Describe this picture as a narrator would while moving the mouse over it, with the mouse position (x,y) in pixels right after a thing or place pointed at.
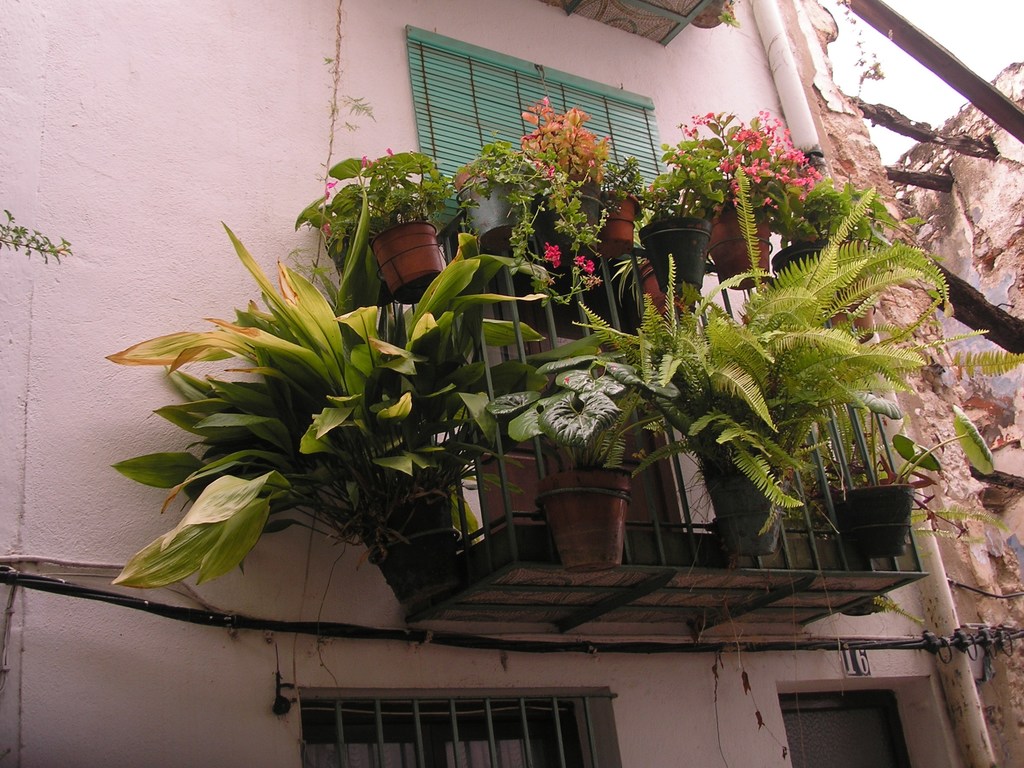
There is a building (166,141). On the building (264,574) there are windows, curtains (468,82) and pipes (327,625). Near the window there are stands (638,564) attached to the wall (341,599). On that there are pots (624,484) with plants (686,214).
